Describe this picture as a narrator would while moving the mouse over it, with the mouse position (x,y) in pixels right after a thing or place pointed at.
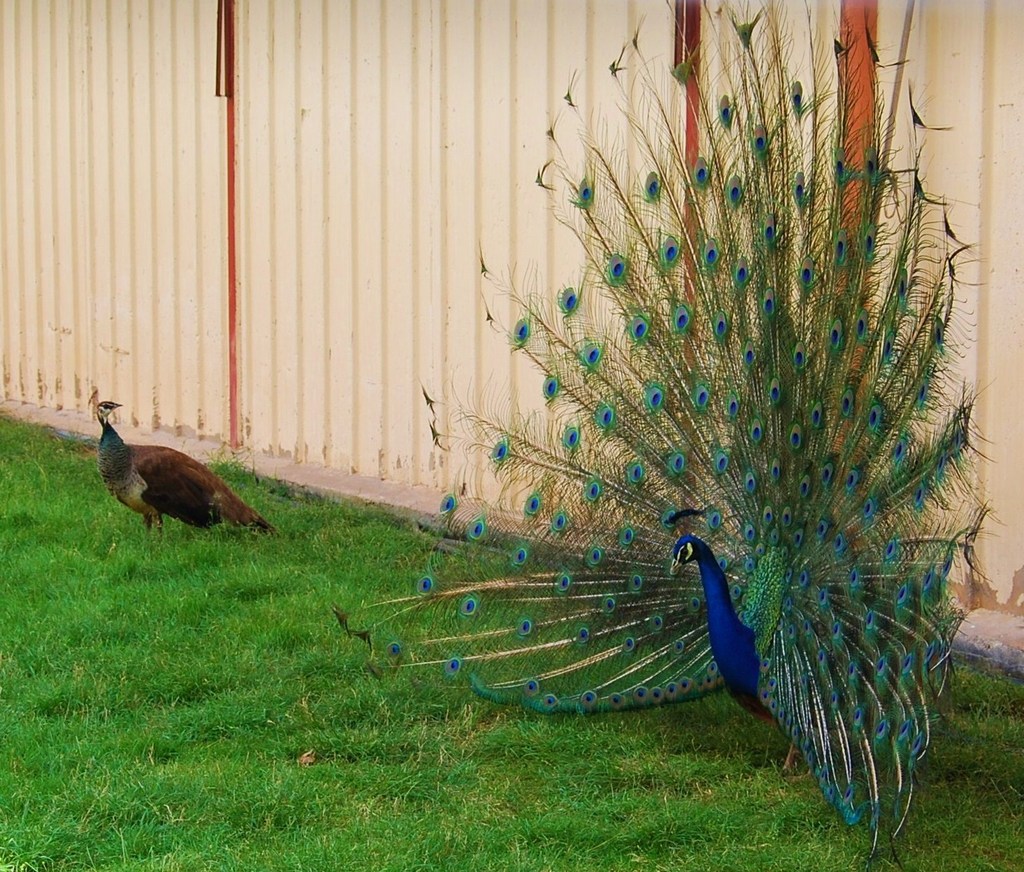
In this image there is a peacock (682,576) on the ground (513,734). There is grass (232,780) on the ground (105,686). Behind it there is a wall (948,81). To the left (166,457) there is another bird (162,493) on the ground (186,538).
